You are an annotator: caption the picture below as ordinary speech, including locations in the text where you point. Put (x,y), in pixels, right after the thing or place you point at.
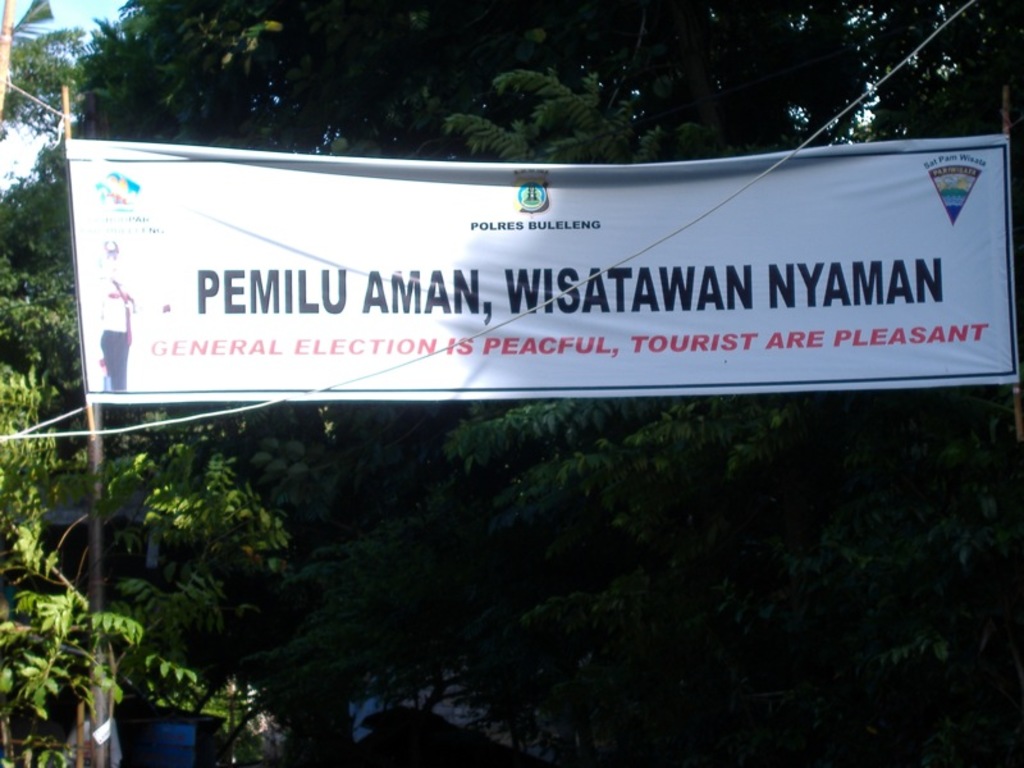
In the image we can see there is a banner (416,287) and behind there are trees (386,602). The matter (404,339) is written on the banner (584,325).
